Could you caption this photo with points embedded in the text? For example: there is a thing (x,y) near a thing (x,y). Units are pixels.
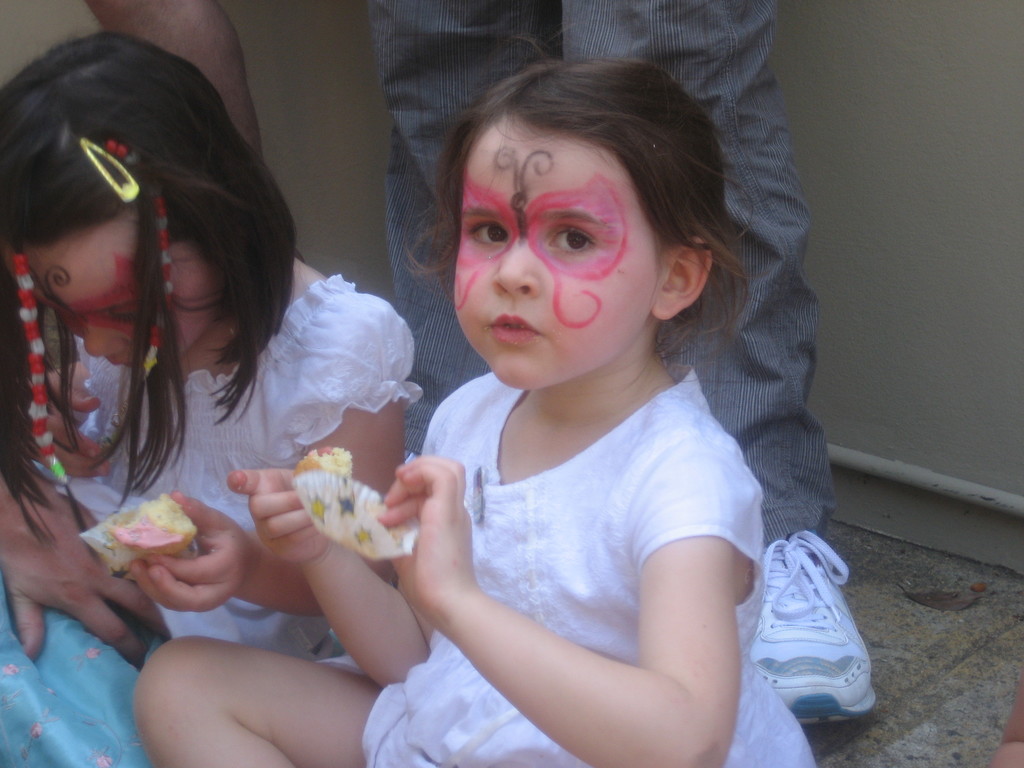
In the image we can see two girls (271,415) sitting, wearing clothes (498,581) and they are holding a food item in their hand (214,514). Here we can see a person (457,80) standing, wearing clothes (751,427) and shoes (767,606). This is a floor (986,653).
